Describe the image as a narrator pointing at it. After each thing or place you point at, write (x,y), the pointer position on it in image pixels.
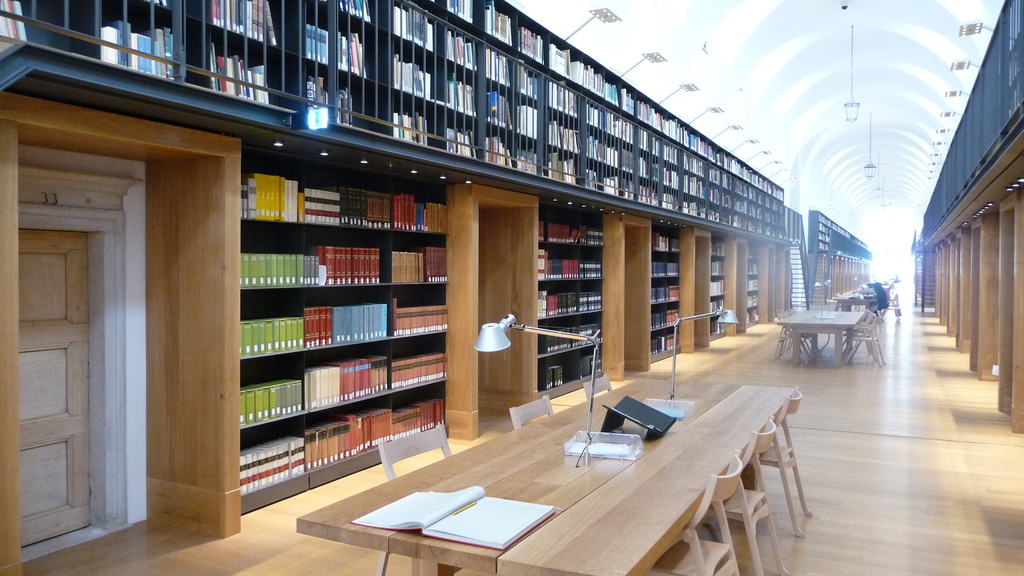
In this picture there is a table (582,418) with book (448,505) and pen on it and on the left (309,232) there are books (352,202) arranged in the Shelf (333,350) and here we can find some people (881,308) sitting and reading.
